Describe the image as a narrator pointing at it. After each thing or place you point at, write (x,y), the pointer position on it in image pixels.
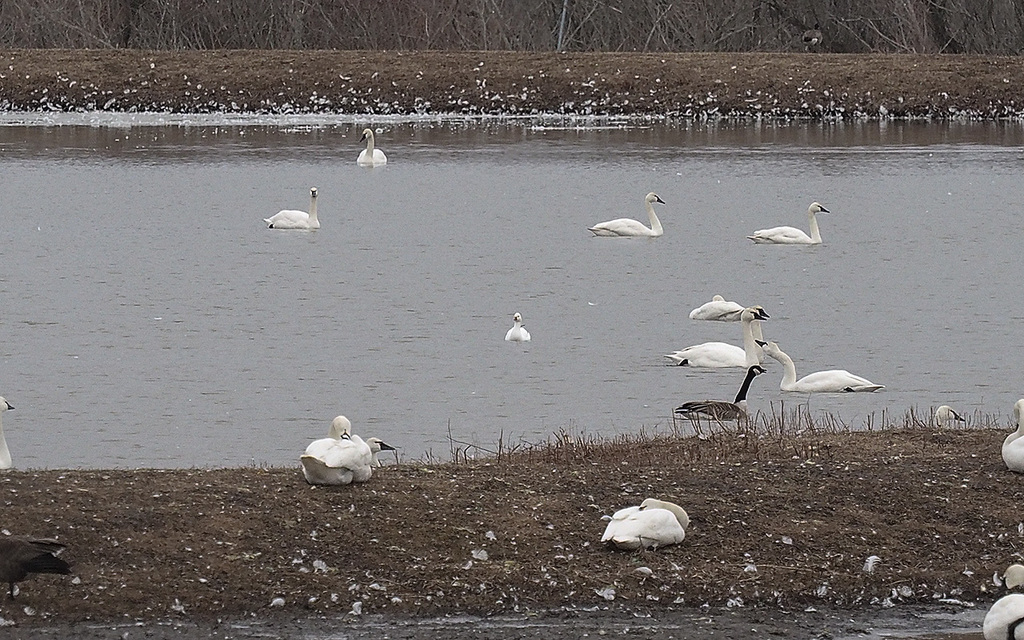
In this image I can see the birds (648,509) which are in white and black color. I can see few birds (681,413) are on the ground (435,590) and few are in the water (460,234). In the background (396,4) there are many dried plants (449,22).
